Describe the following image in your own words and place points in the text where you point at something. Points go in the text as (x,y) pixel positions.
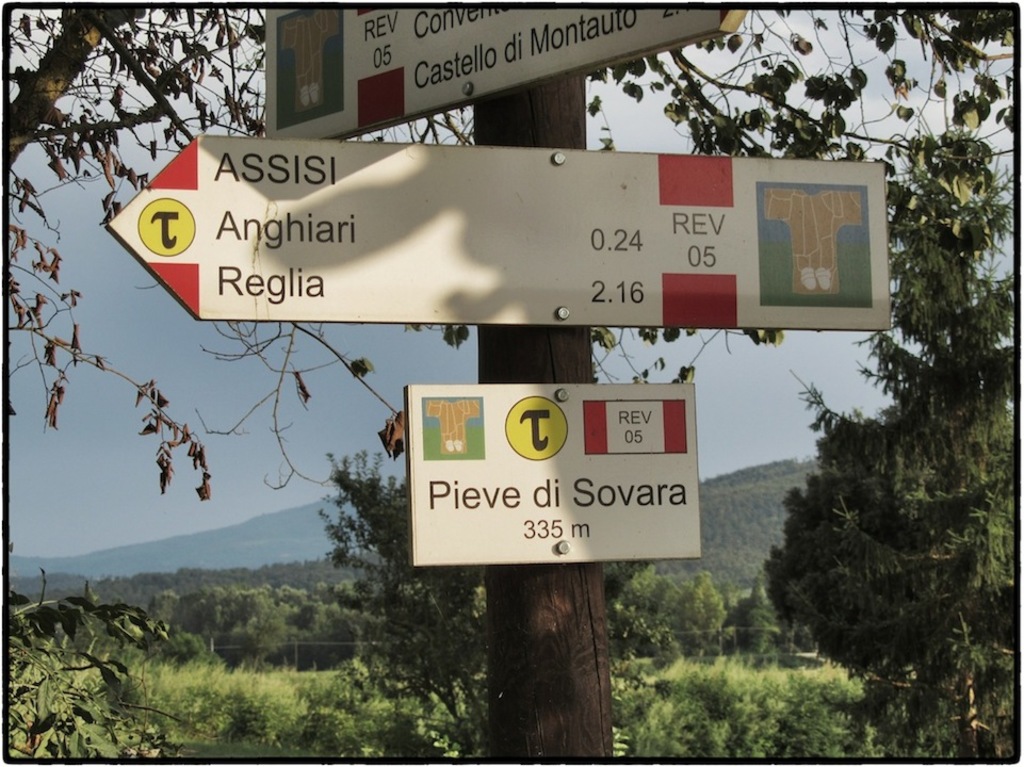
In this image I can see a wooden pole (536,663) which is brown in color and to it I can see three boards (462,210) which are white in color are attached. I can see few trees (342,723) which are green and brown in color and in the background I can see a mountain (716,565) and the sky (215,452).
